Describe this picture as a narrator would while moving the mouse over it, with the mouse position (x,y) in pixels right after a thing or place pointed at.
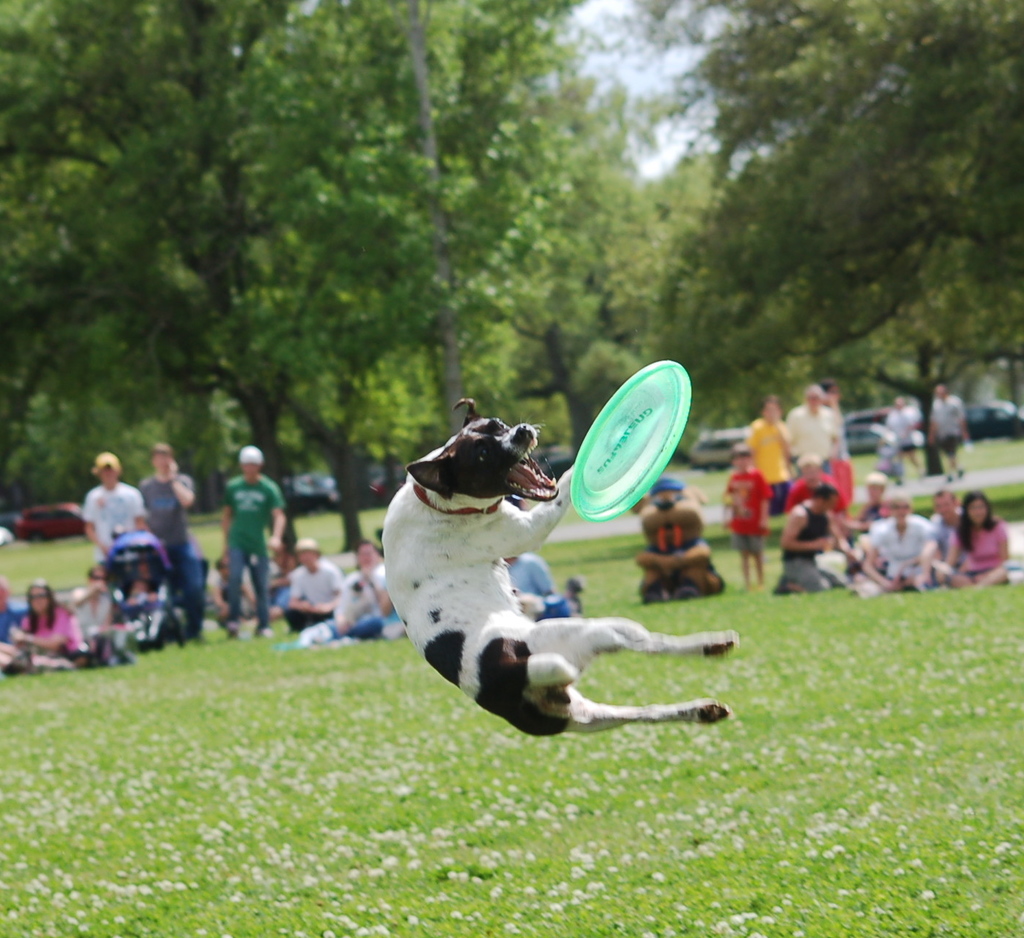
In this picture we can see a dog (520,476), disc (659,399) in the air and a group of people (672,489) where some are sitting and some are standing on the grass (646,623), stroller (128,547), vehicles (63,504), trees (524,352) and in the background (620,70) we can see the sky (665,62).
